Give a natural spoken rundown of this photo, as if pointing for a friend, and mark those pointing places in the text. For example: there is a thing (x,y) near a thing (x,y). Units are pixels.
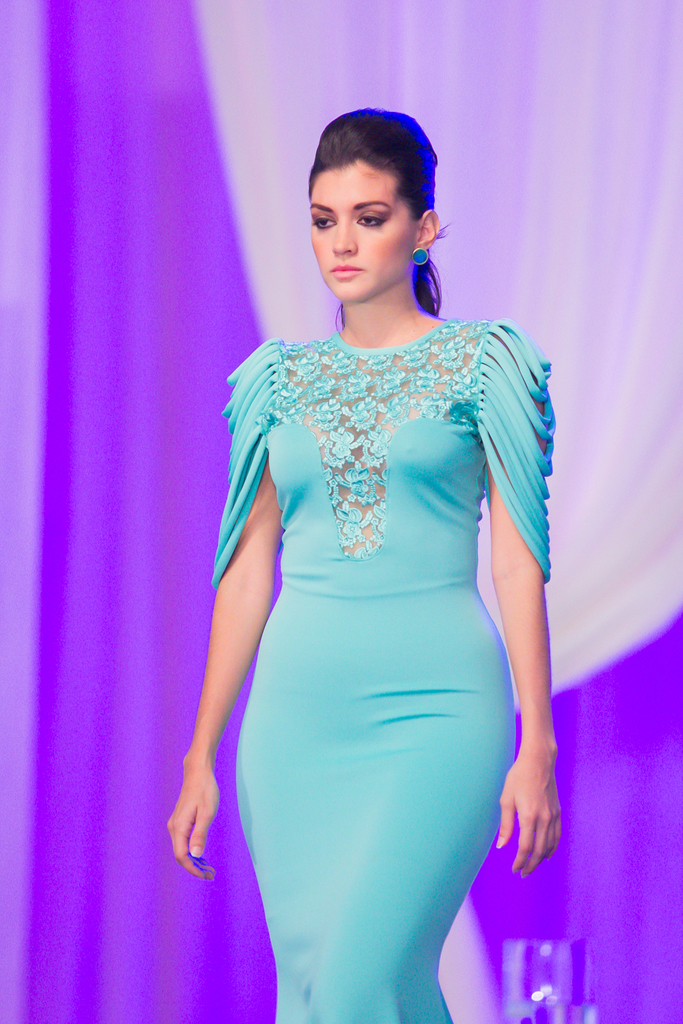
This pictures seems to be clicked inside. In the center (320,490) there is a woman (415,799) wearing green color dress (378,635) and walking on the ground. In the background (97,240) we can see the curtains (462,206).
